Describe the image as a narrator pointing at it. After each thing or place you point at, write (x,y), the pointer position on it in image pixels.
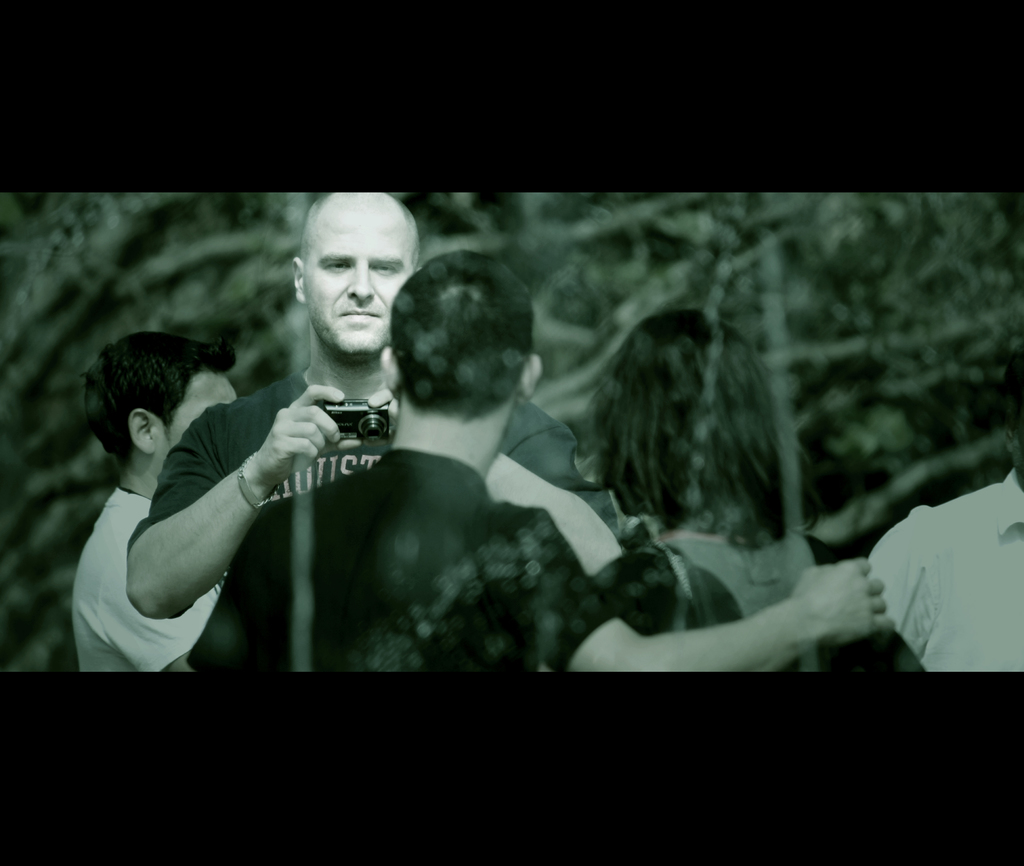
In this image in the foreground (532,546) there are two persons (437,549) who are standing and one person (363,452) is holding a camera (358,406), and in the background (161,442) there are two persons (937,558) and some trees (181,319).
